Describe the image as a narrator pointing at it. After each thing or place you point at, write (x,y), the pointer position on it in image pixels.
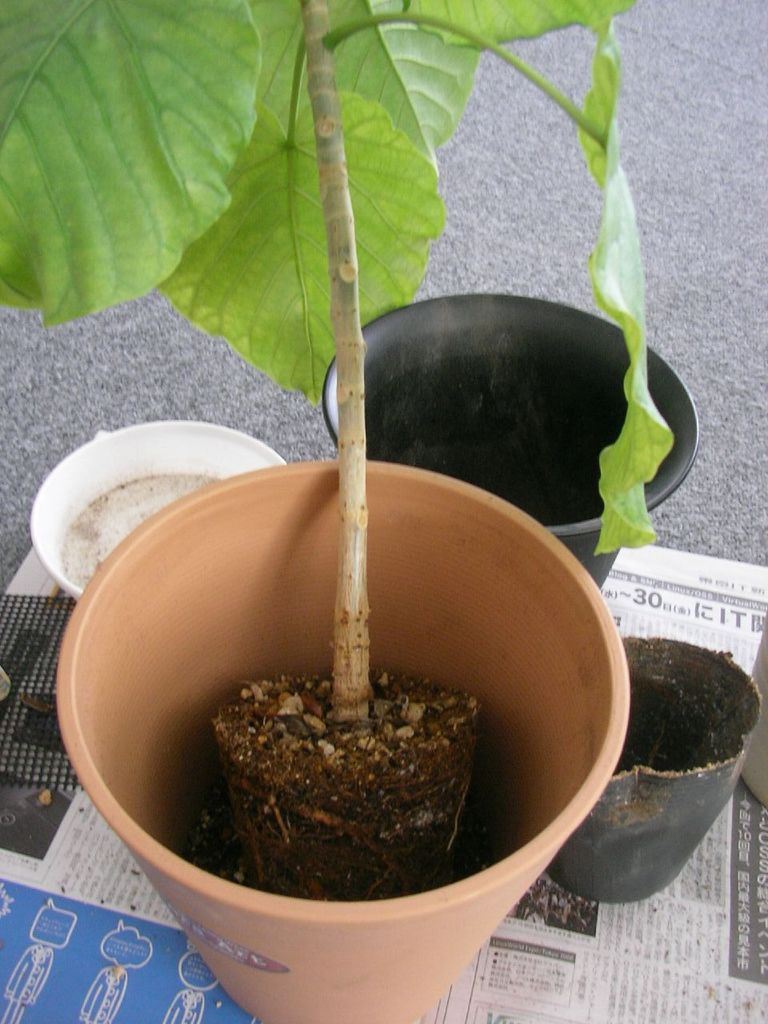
In this picture we can see flower pots (185,889), papers (204,966), bowl (241,456), plant (232,325) and these all are placed on a platform (88,390).
